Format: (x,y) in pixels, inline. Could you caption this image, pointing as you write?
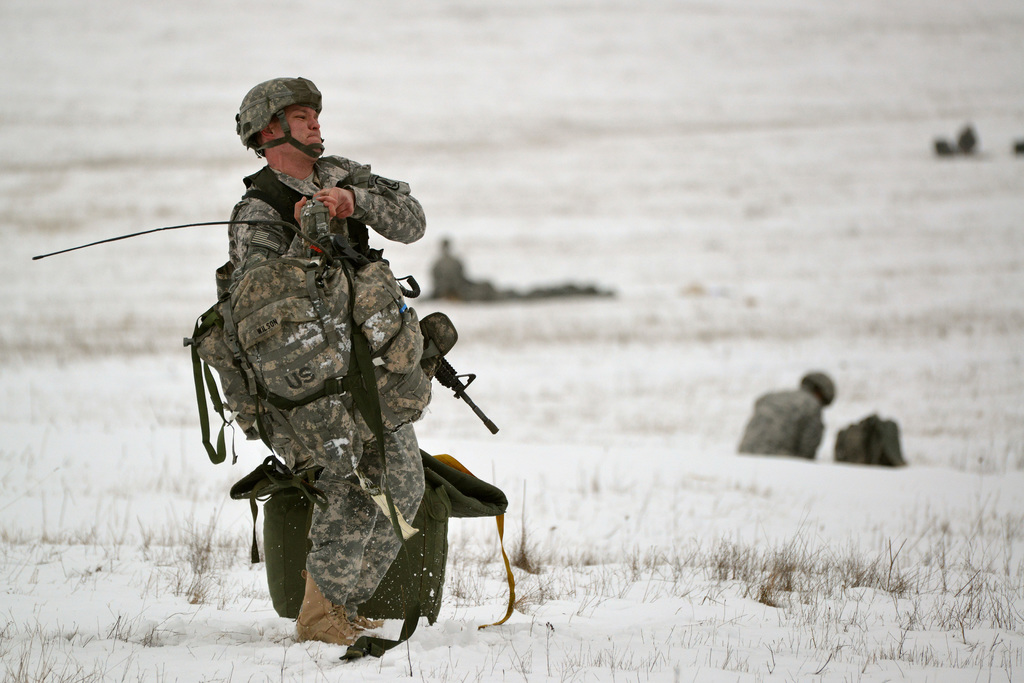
In this image we can see a person (310,187) wearing a helmet (288,136), gun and a bag (391,412) standing on the ice (468,640). On the backside (812,444) we can see some people (796,408) sitting on the ground (643,337).
